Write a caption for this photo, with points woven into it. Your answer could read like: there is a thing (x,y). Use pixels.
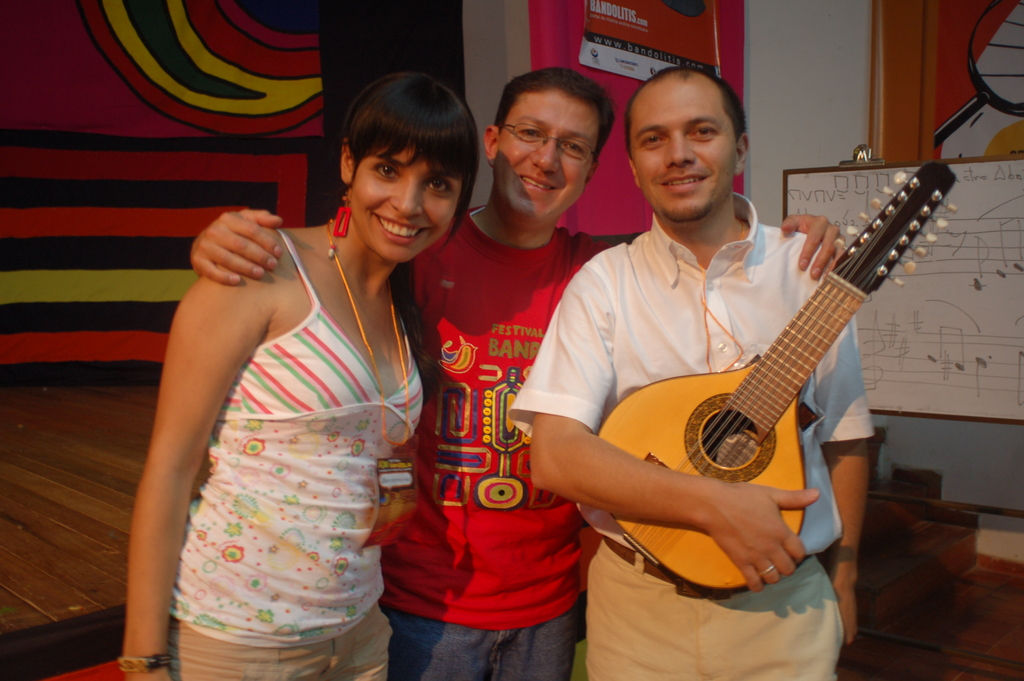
Here we can see three people (568,627) two of them are male (459,437) and this one is a female (259,442), all of them are laughing, here this guy (707,120) is holding a guitar (685,569) and behind him there is a board (959,200) something drawn on it
